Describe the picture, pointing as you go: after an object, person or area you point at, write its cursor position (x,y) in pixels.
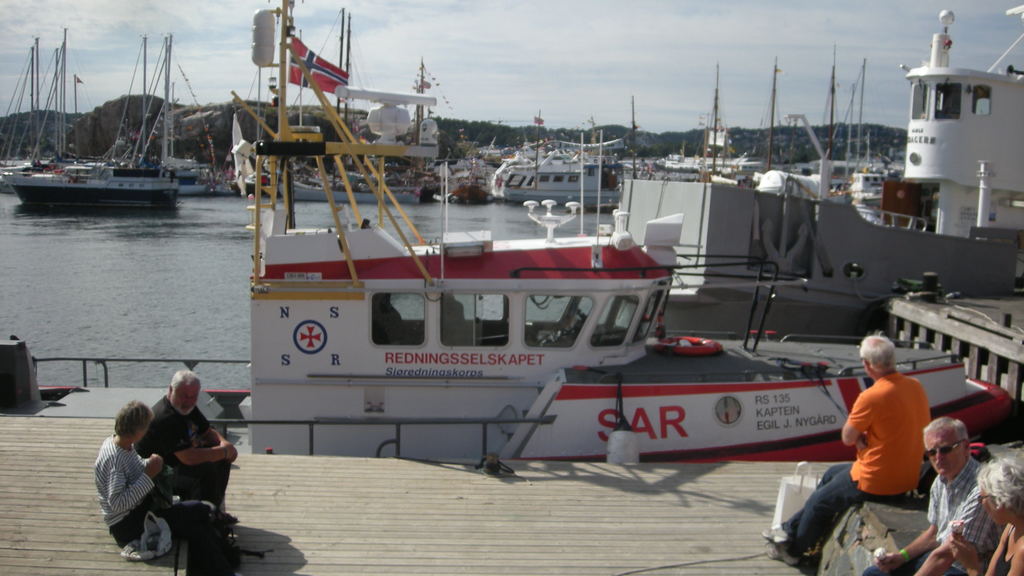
In the foreground of this image (896,426), on the right (910,464), there are three persons (895,399) sitting and two (937,551) are holding ice creams (958,524). On the left (136,483), there is a bag (209,575) and two persons (162,430) are on the wooden surface (291,516). In the background (392,270), there are boats (524,278) and ships (505,345) on the water (227,285), mountains (454,134), sky (63,105) and the cloud (551,28).
